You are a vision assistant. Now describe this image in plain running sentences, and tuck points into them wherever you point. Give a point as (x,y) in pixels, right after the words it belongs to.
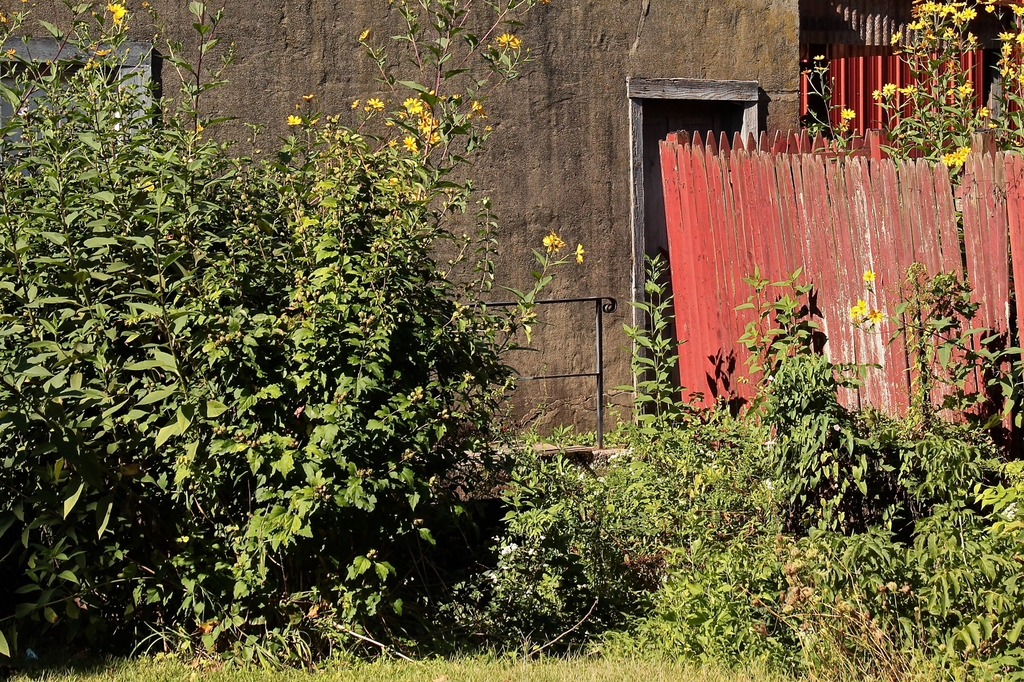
In this image we can see some plants (360,430) and some flowers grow to the plants (481,215) and in the background of the image (724,113) there is a house (720,132) and red color wooden fencing (804,223).
